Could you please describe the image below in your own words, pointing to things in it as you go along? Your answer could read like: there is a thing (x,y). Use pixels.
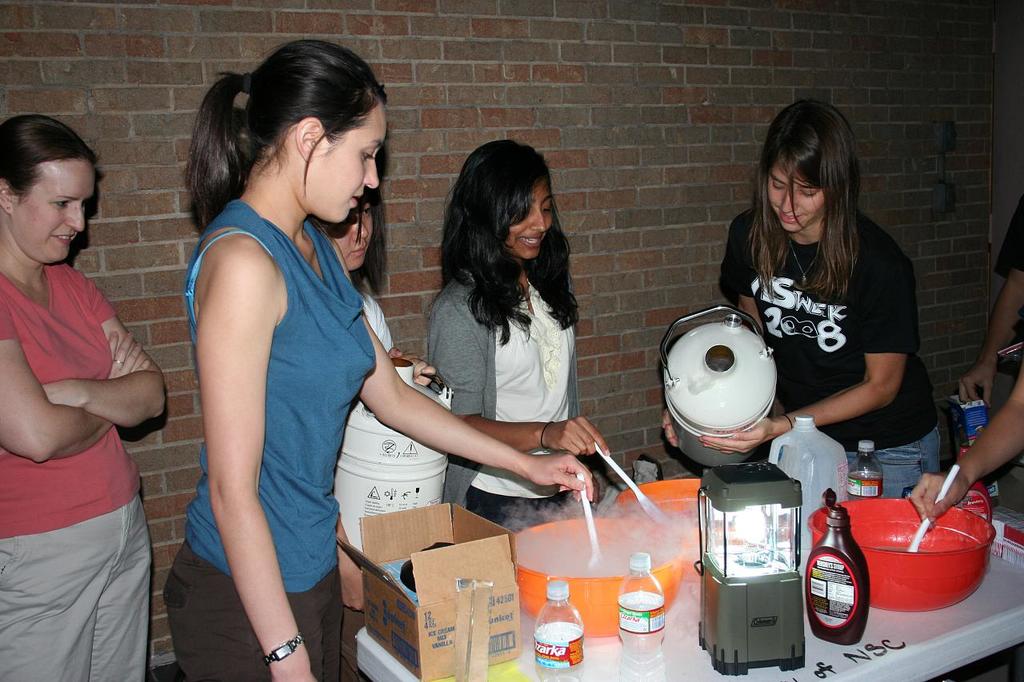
In this image I can see number of women (273,447) are standing and in the centre (356,228) I can see two of them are holding white colour things (406,373) and I can also see few of them (570,373) are holding plastic things (599,549). In the front of them I can see a table (1012,601) and on it I can see few bottles (853,633), a light (758,538), few containers (862,526) and a box (377,542).
